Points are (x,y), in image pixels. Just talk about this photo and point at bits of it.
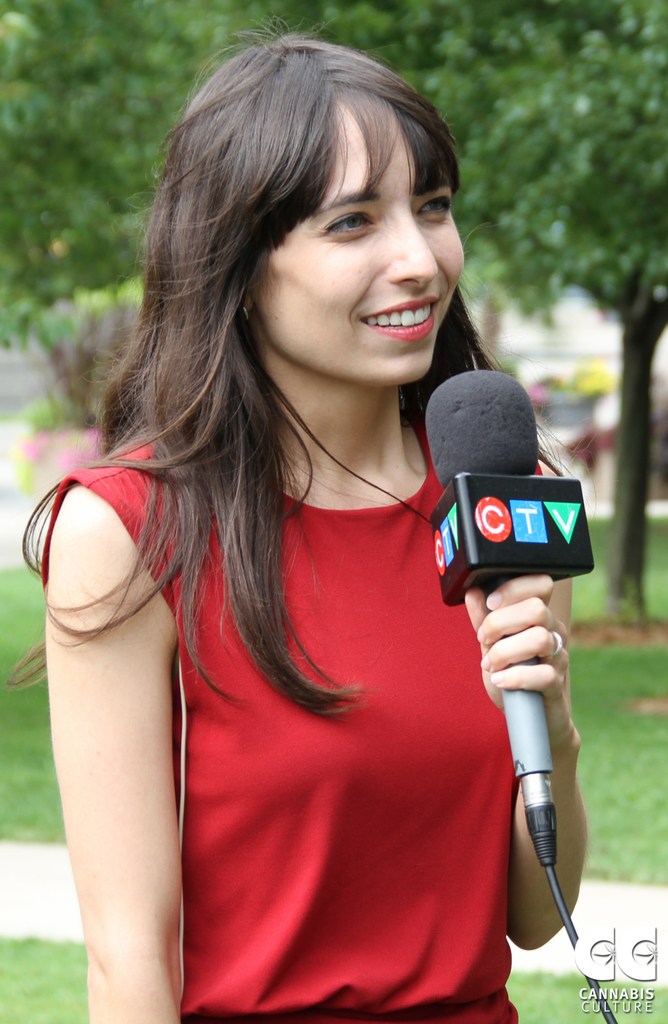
In the picture we can see a woman (351,593) standing and talking in a microphone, she is smiling in the red dress (365,590), in the background (558,211) we can see a trees (559,202), grass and a path (18,903).
